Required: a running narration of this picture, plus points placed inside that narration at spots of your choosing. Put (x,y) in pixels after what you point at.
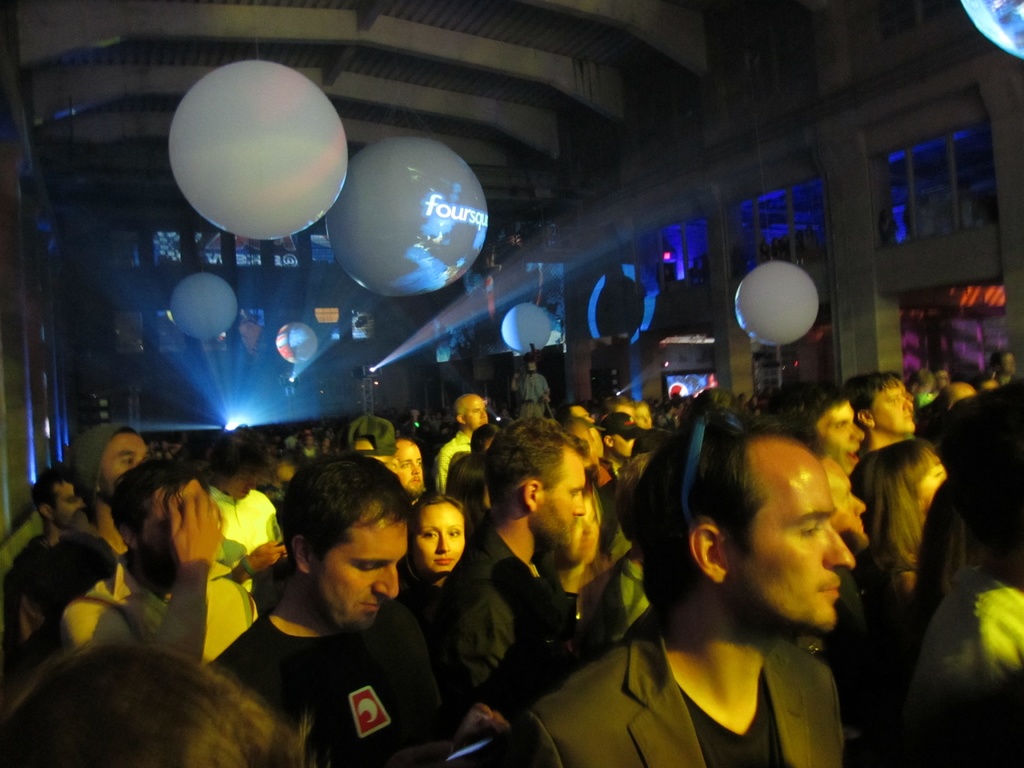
In this image there are people (555,440) standing, at the top (388,174) there are balloons (771,285) and there is a light (234,424).
